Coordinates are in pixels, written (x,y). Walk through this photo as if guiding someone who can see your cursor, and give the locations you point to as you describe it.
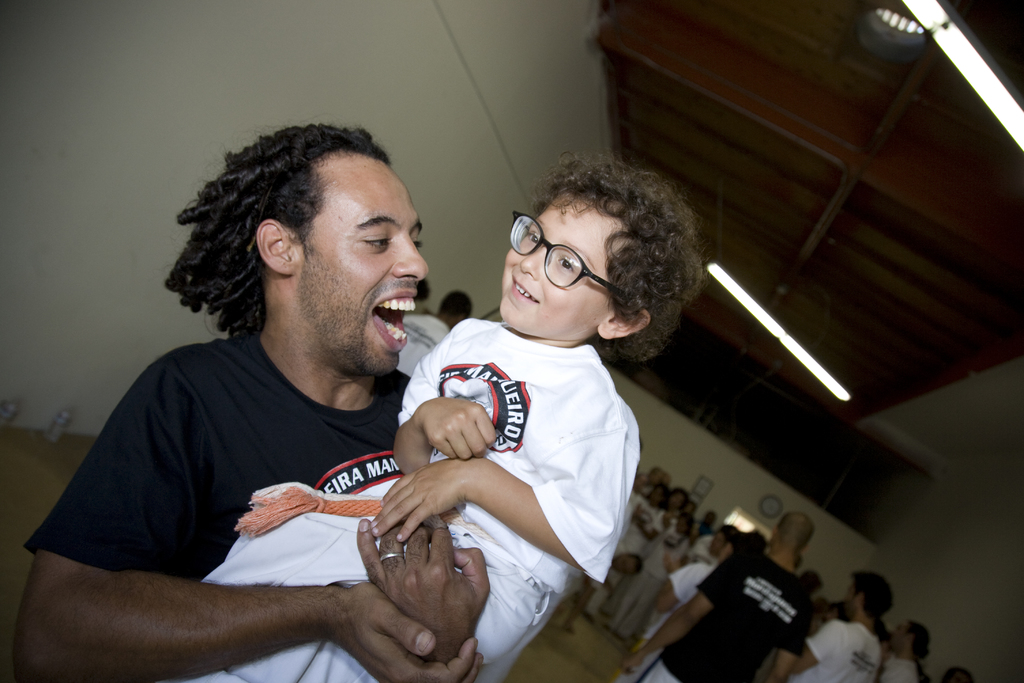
Here we can see a man (299,426) is holding a kid (506,532) in his hands (453,589). In the background (715,517) there are few persons (746,671) standing on the floor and we can see objects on the wall (728,500) and lights (756,301) and an object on the roof top (817,208).
